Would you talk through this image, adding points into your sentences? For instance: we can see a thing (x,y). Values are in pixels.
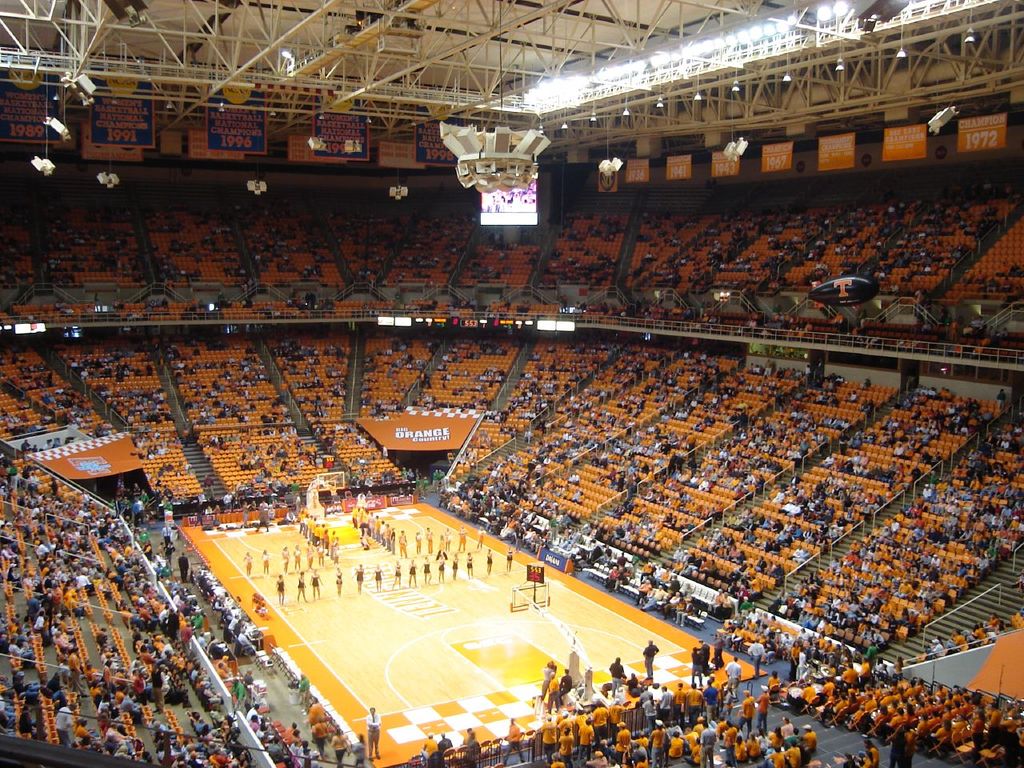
This picture describes about group of people (780,545), few are seated on the chairs (774,562) and few are standing, and they are all in the stadium (607,309), in the background (208,69) we can see few hoardings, lights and metal rods (181,59).
